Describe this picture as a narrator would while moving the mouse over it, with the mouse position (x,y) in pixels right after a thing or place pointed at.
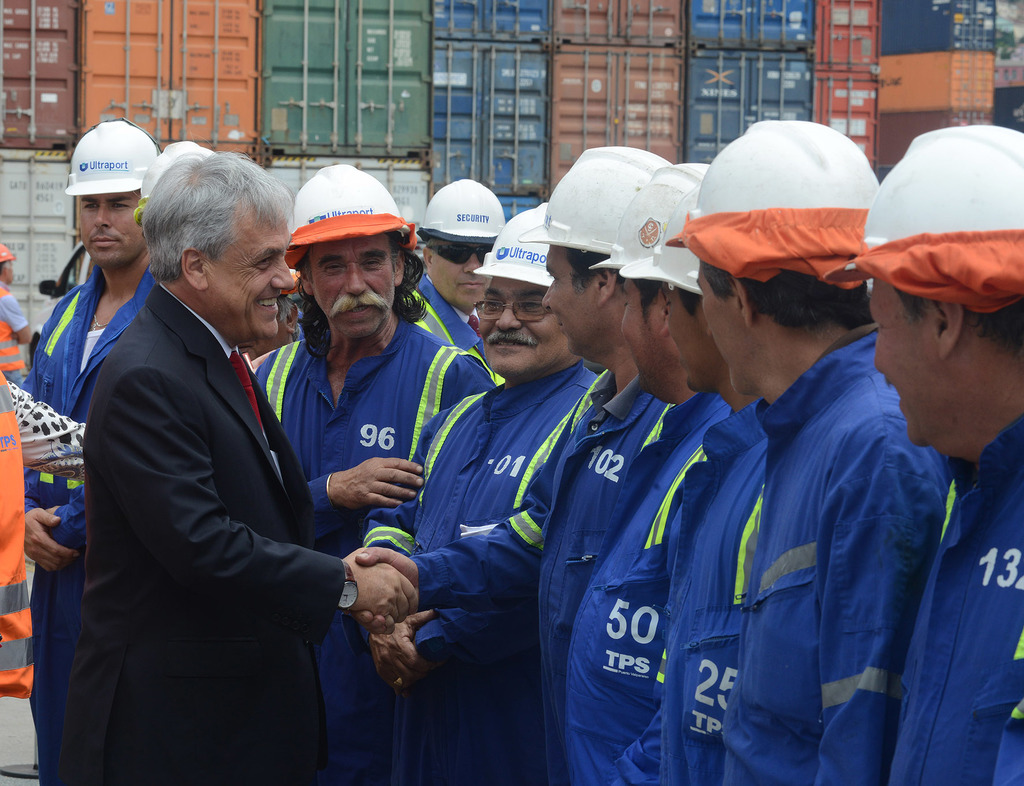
On the left side of the image (215,514) there is a man (178,369) with black jacket (178,369) is standing and he is smiling. In front of him there are few men (442,321) with blue dresses (672,432) and white helmets (340,184) on their heads (123,206). In the background (532,82) there are many containers (586,92).
